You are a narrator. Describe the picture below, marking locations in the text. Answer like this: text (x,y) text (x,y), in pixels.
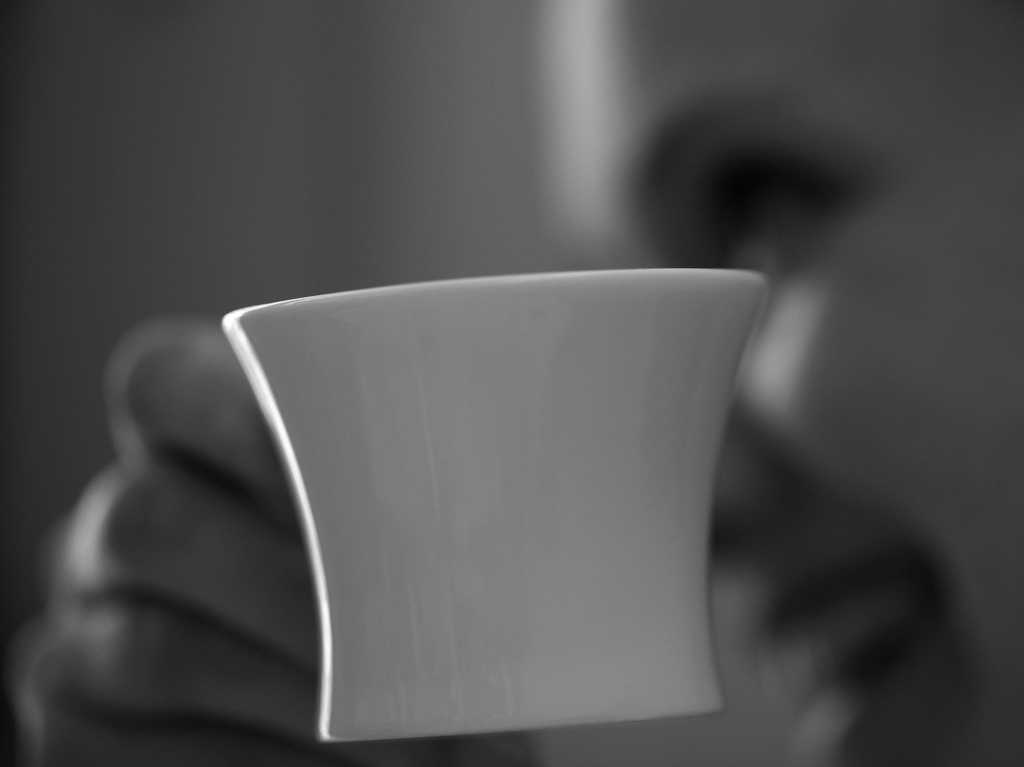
In this image we can see a person (237,465) holding a cup (456,545).
